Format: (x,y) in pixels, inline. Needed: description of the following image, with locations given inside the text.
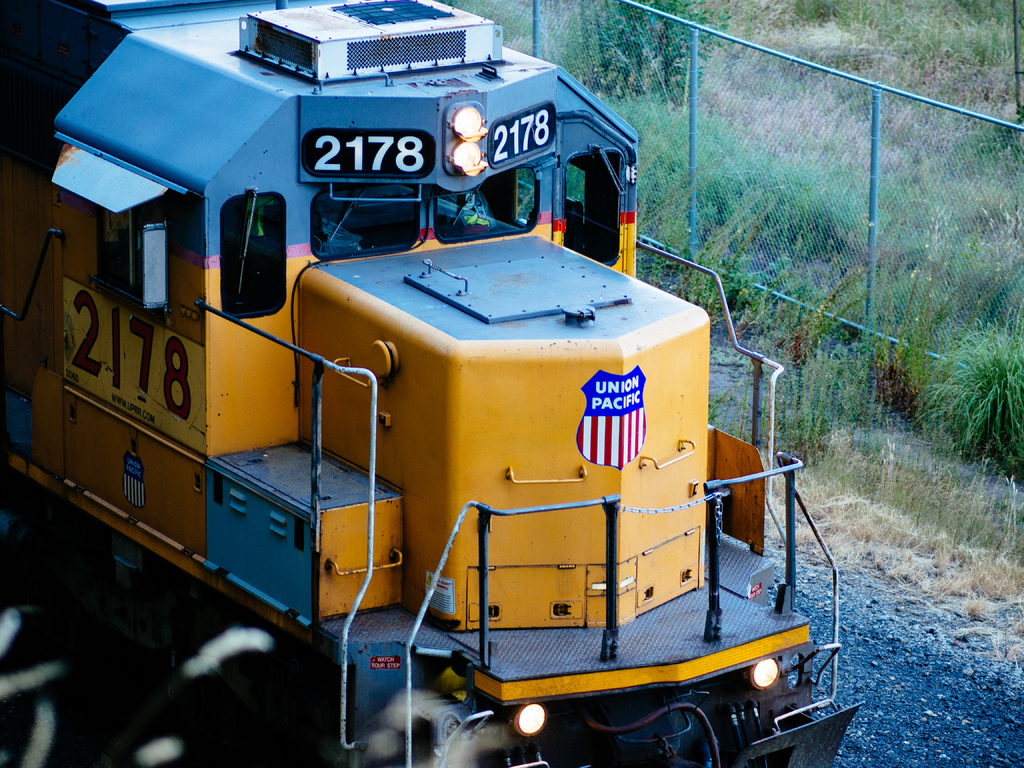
In the image in the center (383,355), we can see one train (319,429), which is in yellow and blue color. And we can see something written on the train (465,458). In the background (740,197) there is a fence (822,207), plants (830,207) and grass (886,212).
